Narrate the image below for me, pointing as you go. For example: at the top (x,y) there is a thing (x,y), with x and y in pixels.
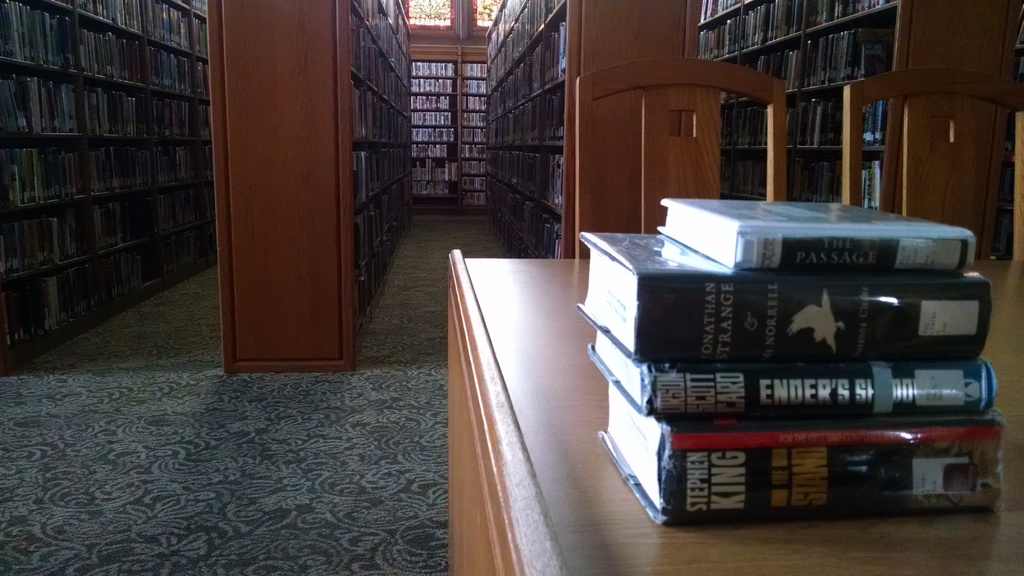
In the bottom right corner of the image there is a table (448,569), on the table (1018,319) there are some books (902,447). Behind the table (1007,334) there are two chairs (1016,181). At the top of the image (397,177) there are some bookshelves (285,0).
